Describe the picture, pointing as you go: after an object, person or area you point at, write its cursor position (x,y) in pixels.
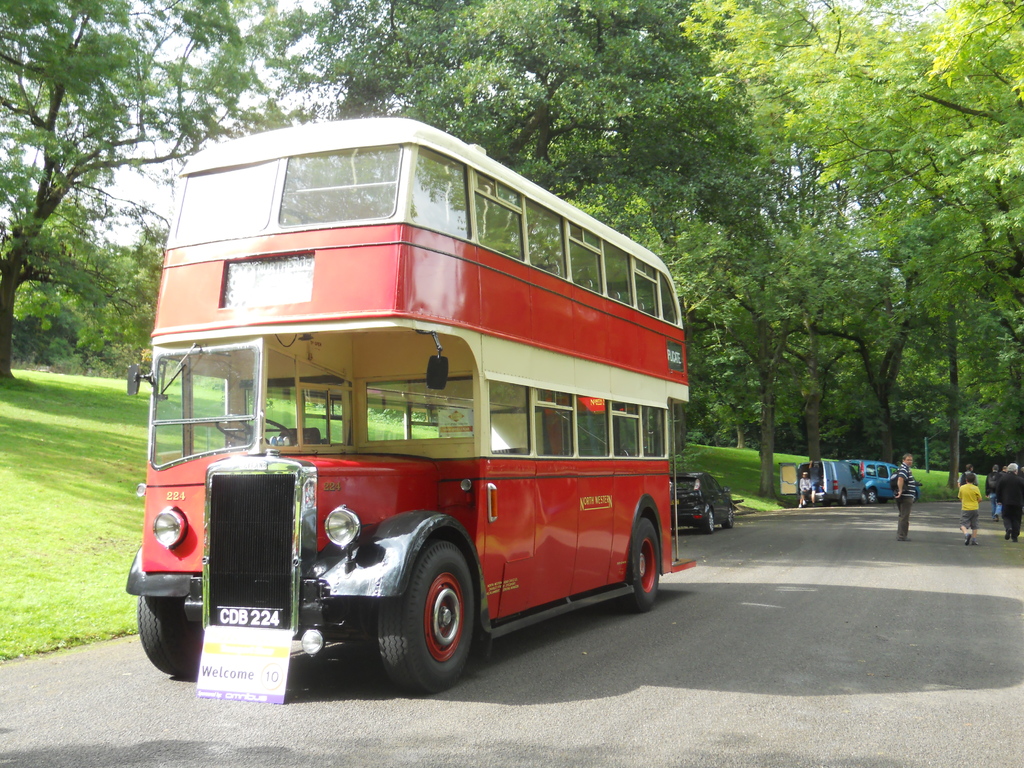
On the left side (150,403), there are vehicles (143,374) on the road (473,682), there are trees (11,57) and there's grass (78,464) on the ground (38,525). On the right side (997,516), there are persons (1009,478) on the road (1000,766). In the background (863,224), there are trees (968,286) and there is sky (278,11).
